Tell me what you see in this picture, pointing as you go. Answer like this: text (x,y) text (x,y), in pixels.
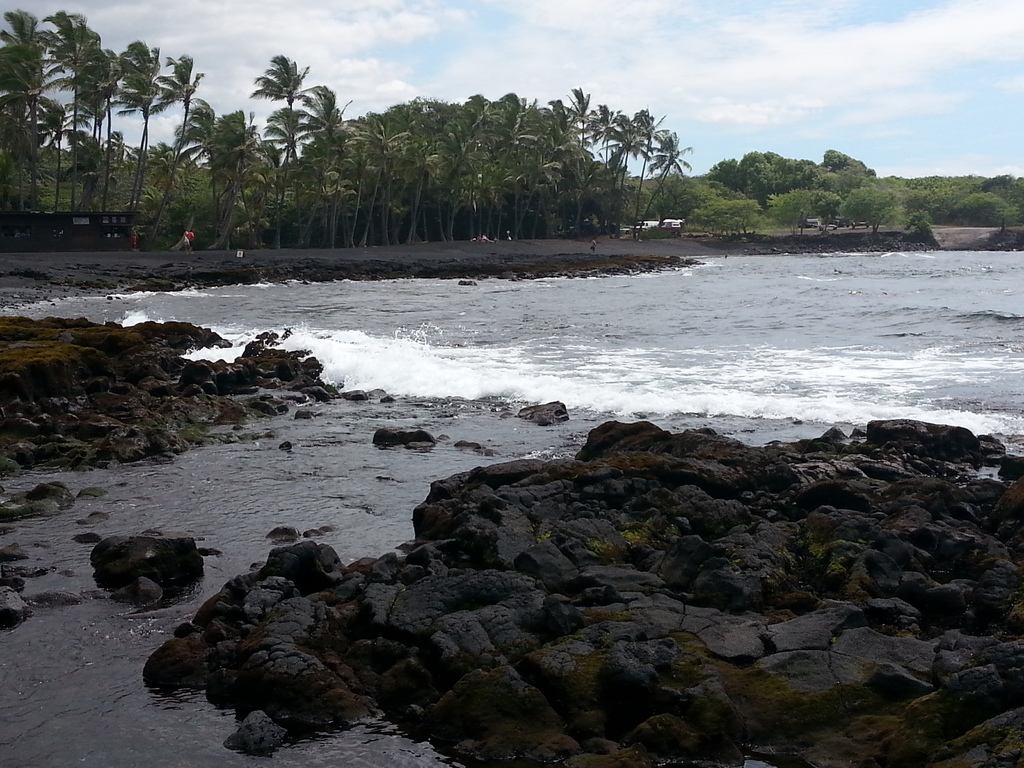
There is water (662,353). Also there are rocks (828,650). In the background (309,213) there are coconut trees (390,168) and other trees (684,203). Also there is sky (590,50) with clouds (748,66).
